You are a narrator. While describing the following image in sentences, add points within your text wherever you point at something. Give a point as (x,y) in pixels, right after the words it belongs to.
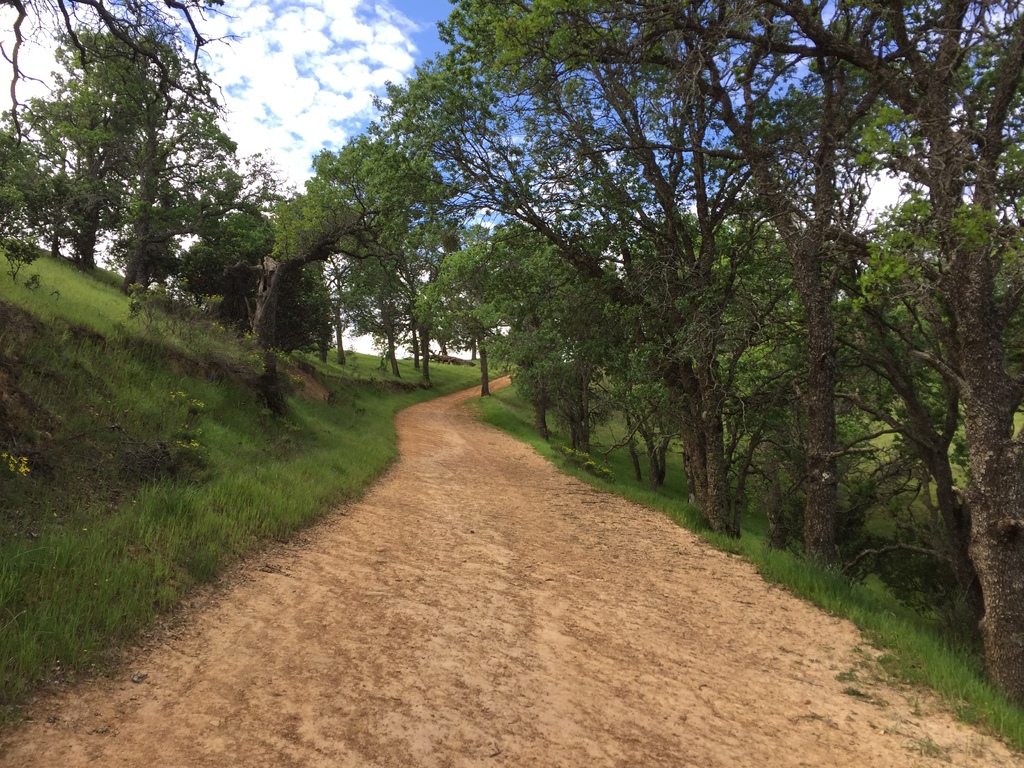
In this picture I can observe a path (447,524) in the middle of the picture (457,481). On either sides of the path (454,475) I can observe trees (271,330) and some grass (98,534) on the ground (469,398). In the background (337,120) there are some clouds (315,79) in the sky (337,68).
